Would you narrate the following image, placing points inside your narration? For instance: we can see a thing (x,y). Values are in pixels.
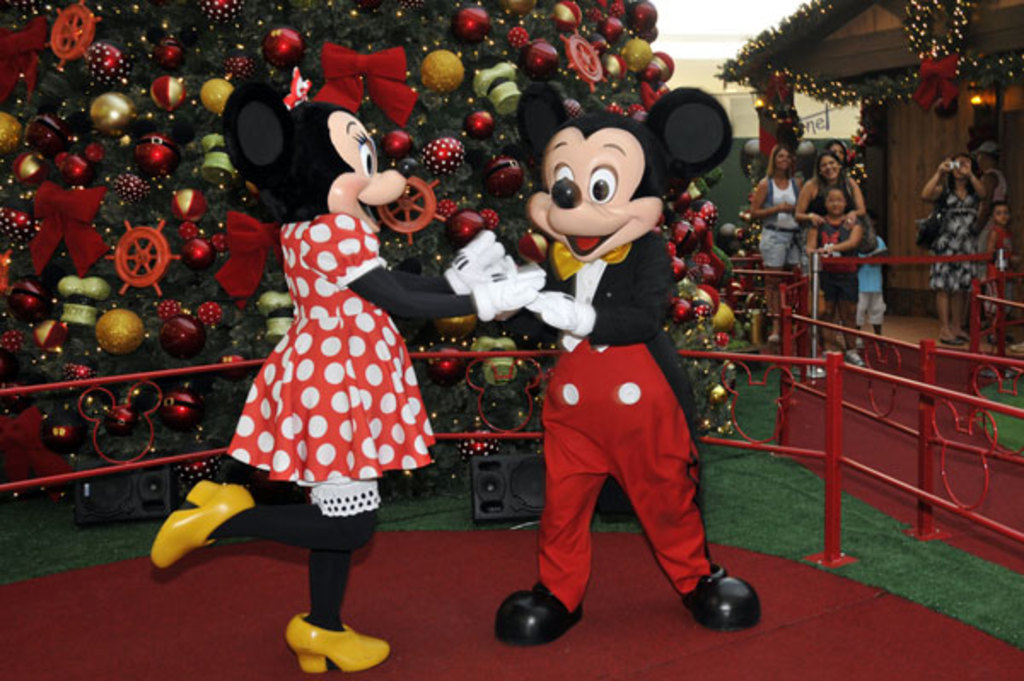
In this picture we can see the man (688,450) wearing a Mickey Mouse costume (666,434) and dancing with the Minnie Mouse girl (340,266). Behind there is a decorated Christmas tree (519,1). In the background (805,272) there is a red fencing grill (921,357) and group of people (782,173) standing and watching them.
